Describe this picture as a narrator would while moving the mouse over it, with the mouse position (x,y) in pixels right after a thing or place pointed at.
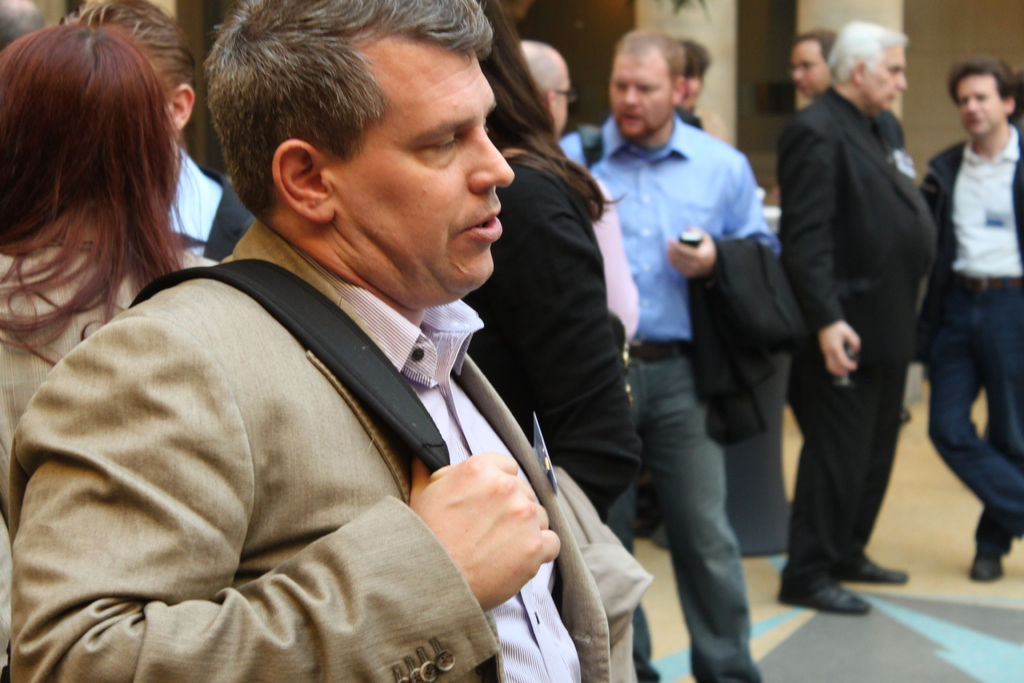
In this picture we can see a man (450,459) holding a bag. In the background (111,140) there are many other people (552,191).
